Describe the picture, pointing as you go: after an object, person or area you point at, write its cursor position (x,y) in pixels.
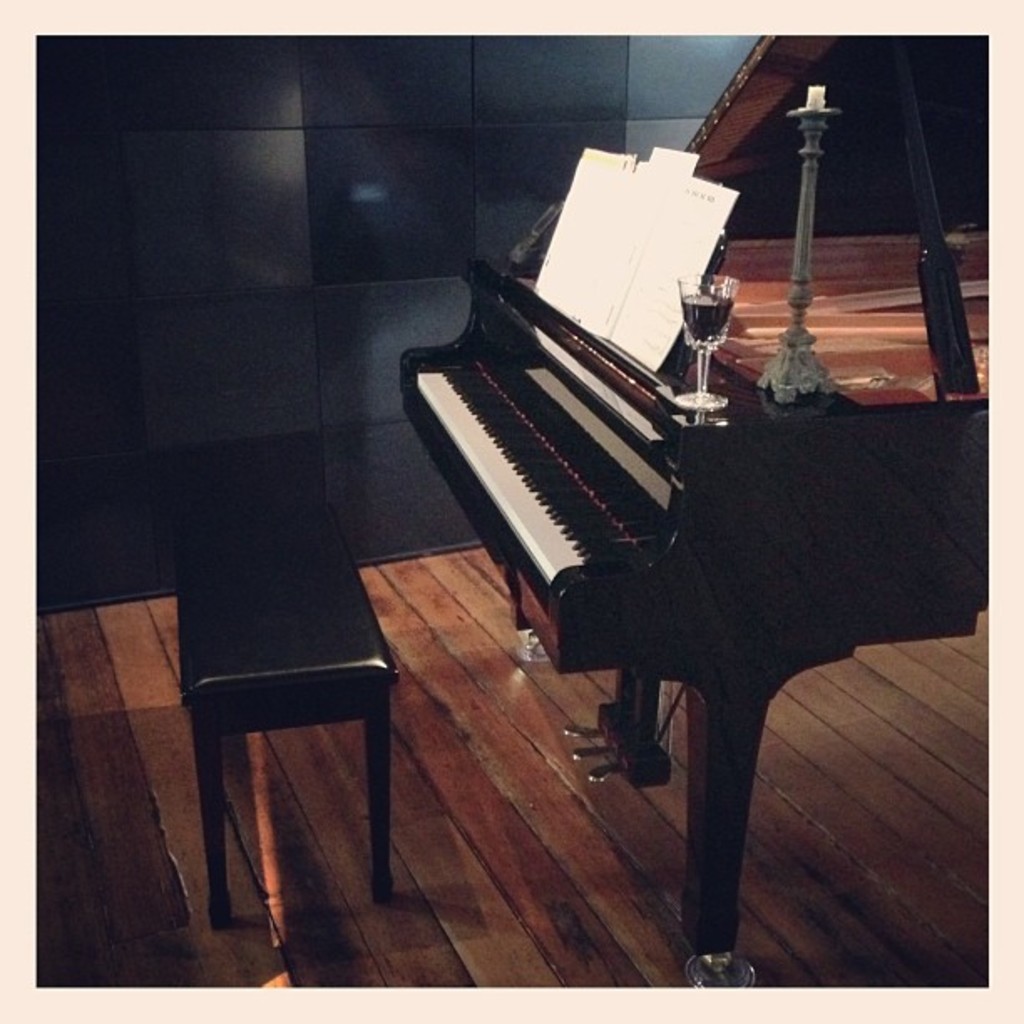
This picture is clicked inside the room (502,812). Here, we see a musical instrument (602,465) which look like keyboard (544,414). On top of it, we see a glass (713,343) containing liquid (709,326) in it. Beside that, we see a black color bench (287,622) and on background (248,317), we see black wall (284,198).
